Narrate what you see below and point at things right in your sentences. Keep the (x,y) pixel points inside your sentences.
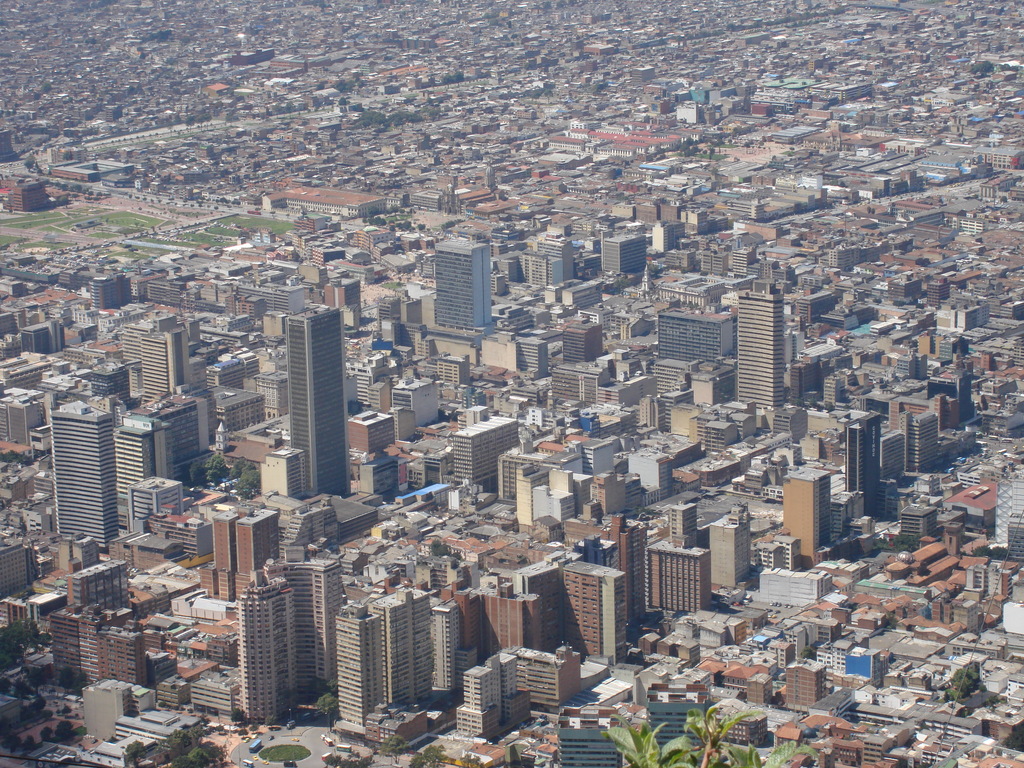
This is an aerial view of where we can see buildings (363,479), tower buildings (769,325), road (328,733) and trees (719,741).
